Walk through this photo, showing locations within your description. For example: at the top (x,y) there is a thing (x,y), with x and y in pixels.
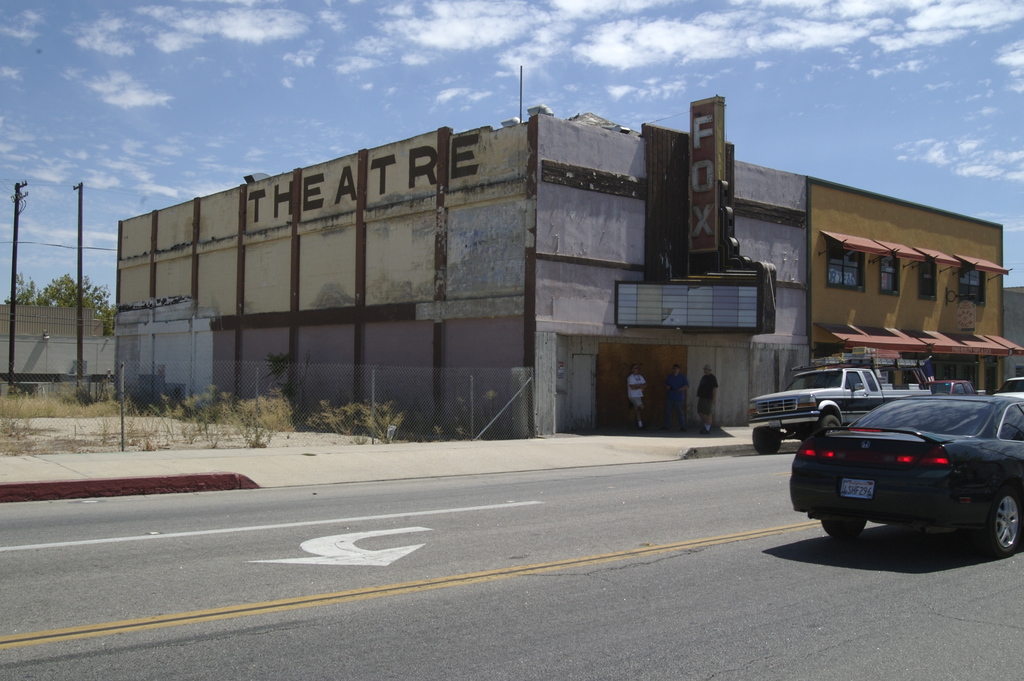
In the center of the image (379,250) we can see building (530,237), board (751,288), windows (838,286), wall (836,230). On the left side of the image (61,425) we can see poles (81,213), mesh (152,384), plants (155,407), ground (112,424), tree (48,290). On the right side of the image (911,437) we can see some vehicles (871,368). In the middle of the image (682,402) we can see some persons (708,399) are standing. At the bottom of the image (554,589) we can see the road (611,560). At the top of the image (625,75) we can see clouds (664,54) are present in the sky (396,98).
